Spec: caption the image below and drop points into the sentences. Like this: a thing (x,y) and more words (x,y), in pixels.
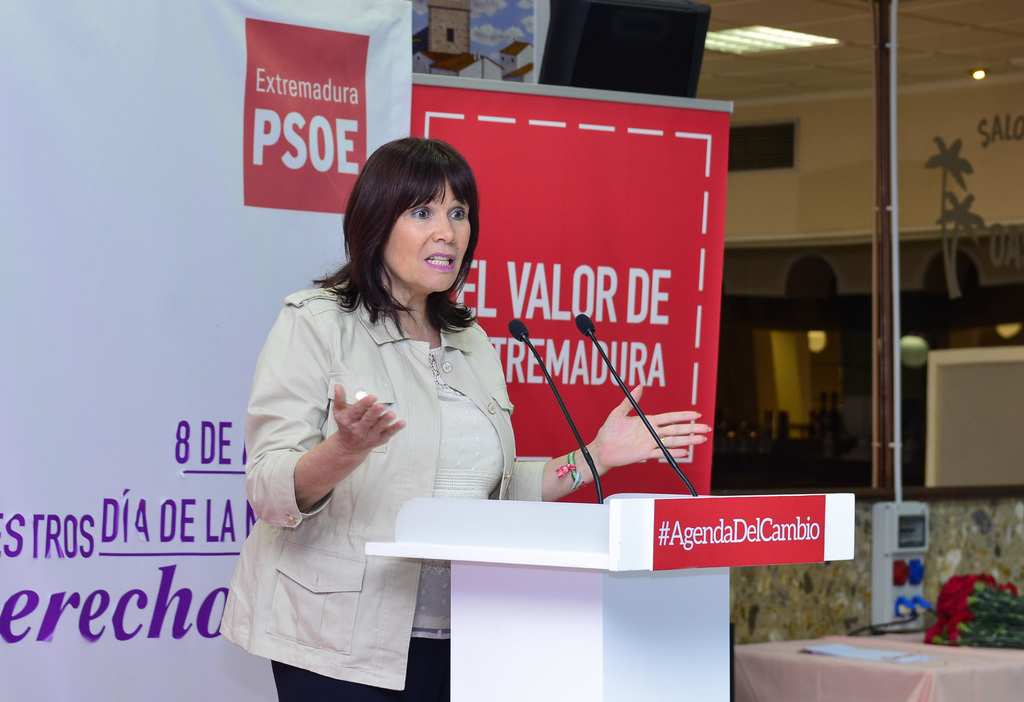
In the center of the image (463,445) there is a lady (386,527). There is a mic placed before her. In the background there is a board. There is a table (968,649). There is a bouquet (1018,620) placed on the table (951,648). There is a podium (511,621).
